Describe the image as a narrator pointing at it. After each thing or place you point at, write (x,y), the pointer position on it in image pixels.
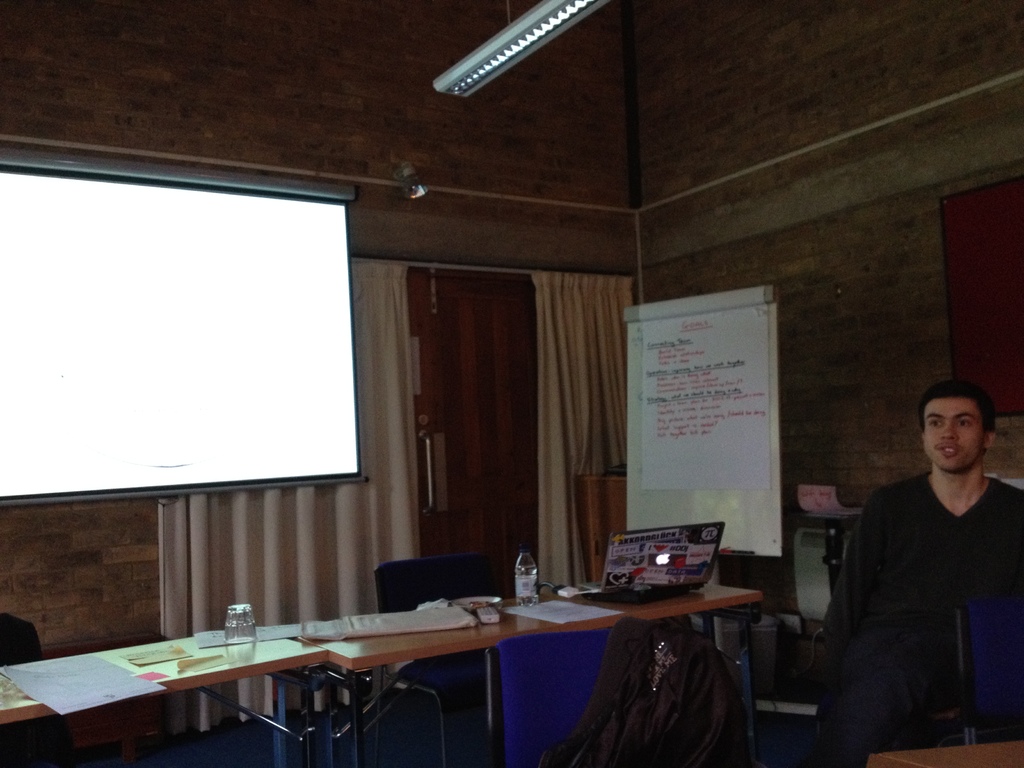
In the foreground (320,755) I can see tables (320,755), laptop (681,583), bottles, papers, chairs (544,670) and a person (857,698) on the floor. In the background (756,517) I can see a screen (13,240), board (726,454), curtains (405,457), wall (654,267), some objects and light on a rooftop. This image is taken may be in a hall (493,547).
